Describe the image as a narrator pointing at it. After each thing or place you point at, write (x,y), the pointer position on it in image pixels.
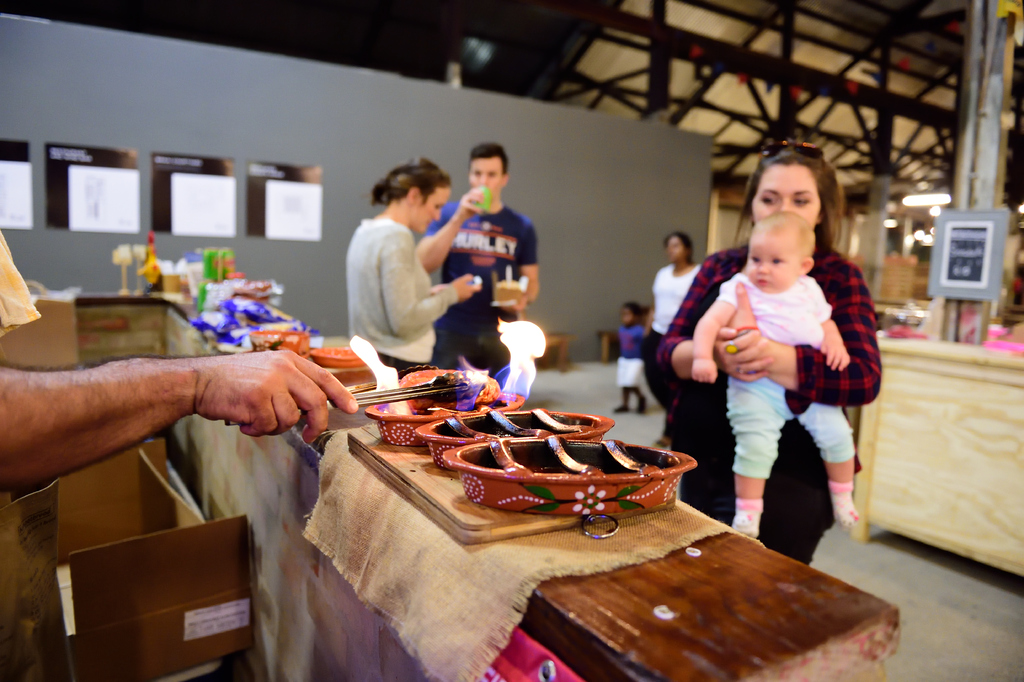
The picture is taken inside a room (620,533). On the left (104,409) there is a person (213,403), grilling sausages (423,401). The sausages (410,382) are placed in clay dishes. In the center of the picture (680,407) there is a woman (803,384) carrying a baby (784,394). The background (520,289) is blurred. In the background (673,288) there are few people (534,290) walking. On the right (950,375) there are desk (970,369), pole (995,174) and board (969,240). In the background (756,59) there are frames (849,97), poles (788,111), pillars (880,200). In the center (598,260) the background (305,150) there is a wall (594,186).
